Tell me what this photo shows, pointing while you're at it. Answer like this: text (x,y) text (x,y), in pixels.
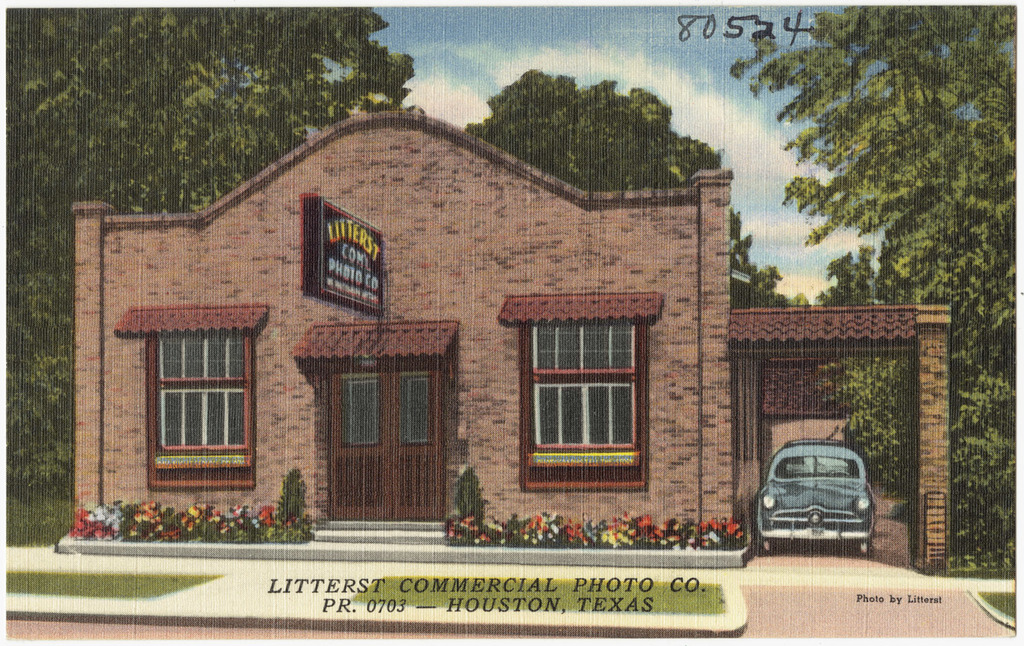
In this image I can see grass (504,586), flowering plants (612,542), house (435,403), board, windows (561,376), vehicle (817,474), trees (194,132) and the sky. This image looks like a painting.
